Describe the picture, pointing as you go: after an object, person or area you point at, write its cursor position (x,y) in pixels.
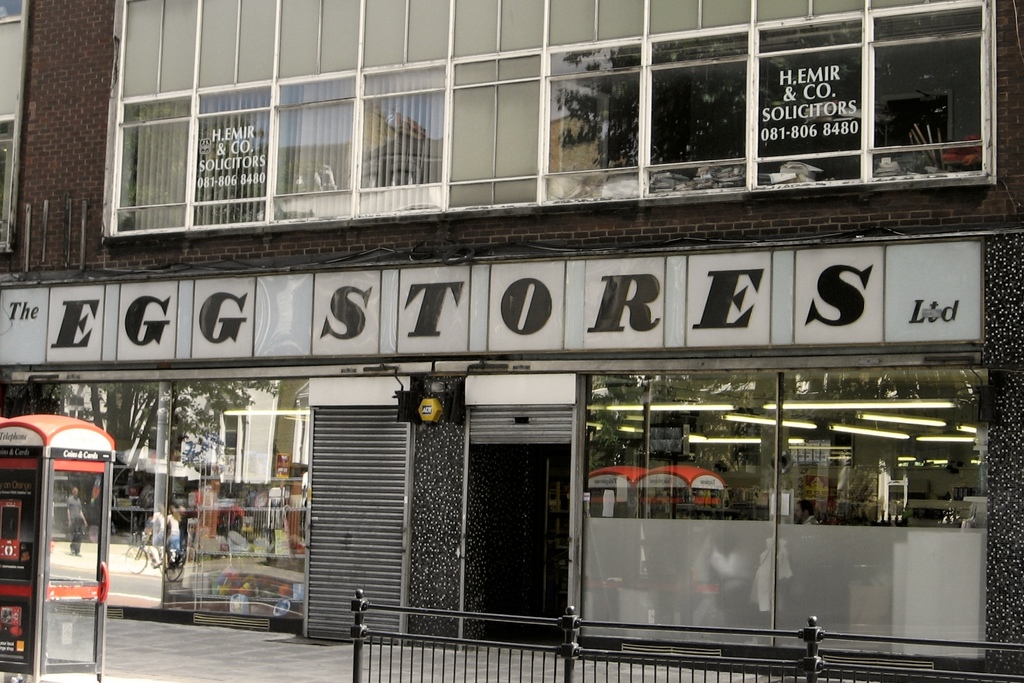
In this image we can see the front view of the glass building (464,329). We can also see the windows (493,184) and also the store (153,457) and shutter (331,489). On the left (74,521) we can see some booth (58,491) with the text (78,459). At the bottom (660,625) we can see the fence (870,668) and also the path (222,659).
